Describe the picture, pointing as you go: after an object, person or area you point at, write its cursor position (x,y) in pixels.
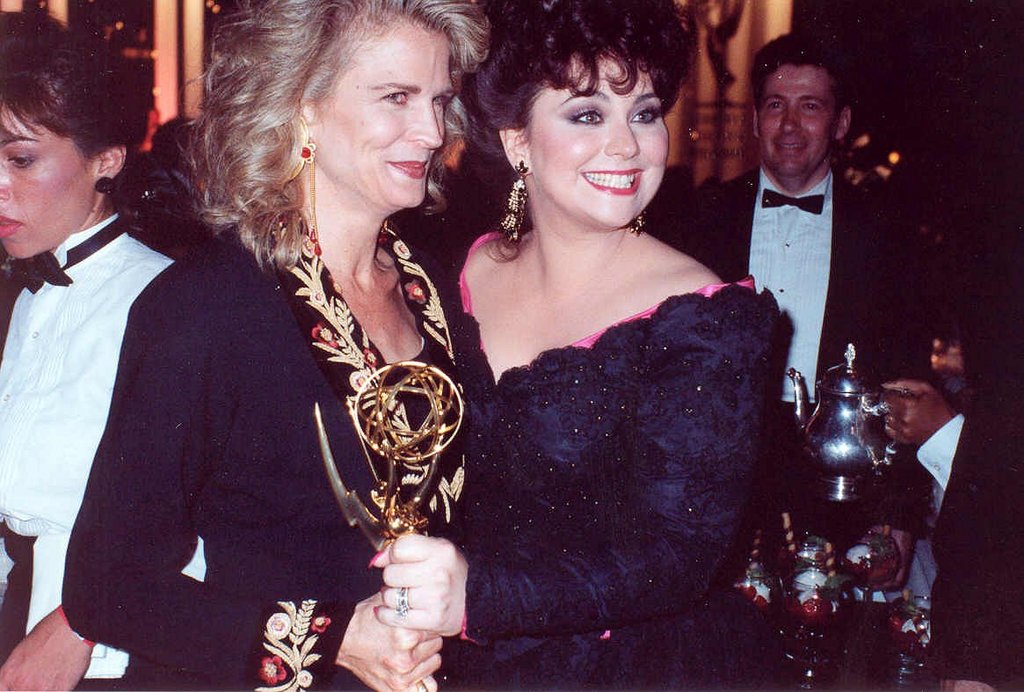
In the image we can see two women (413,478) standing, wearing clothes (497,504), earrings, finger rings (399,600) and they are smiling, they are holding trophy (363,523) in their hands (367,605). Behind them there are many other people (852,262) wearing clothes (878,303). Here we can see water jug (842,432) and wine glasses (815,602). And the background (889,82) is dark.
